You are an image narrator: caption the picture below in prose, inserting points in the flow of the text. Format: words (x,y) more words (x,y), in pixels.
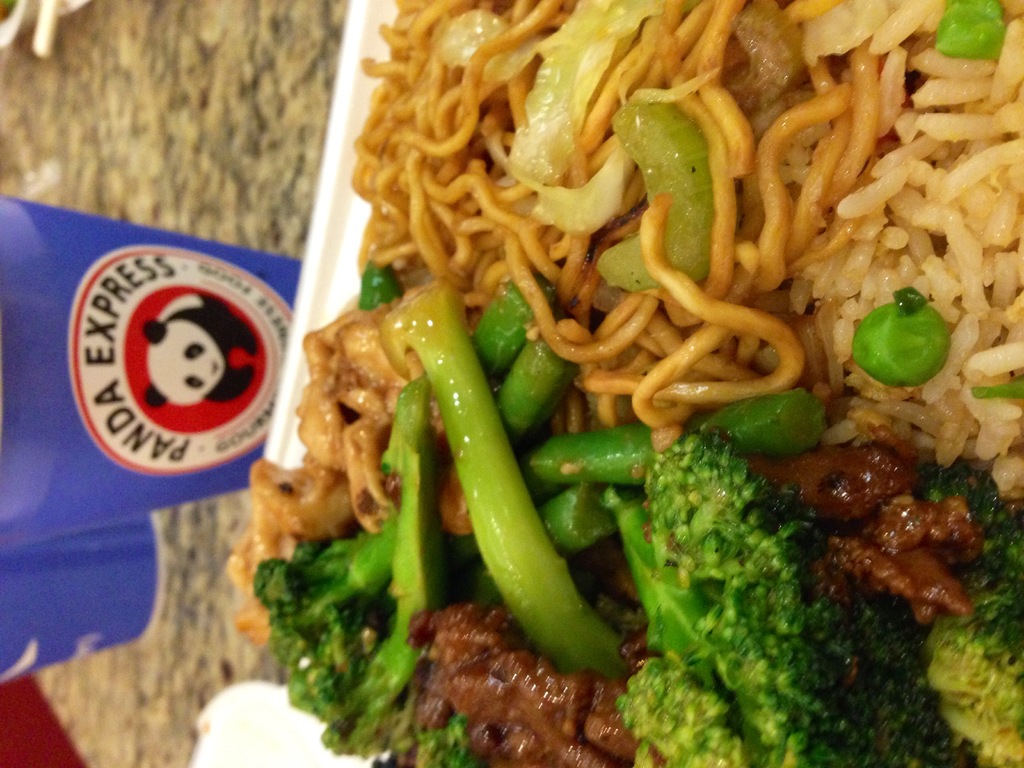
In this image I can see on the right side (879,292) there is the food (643,366) in a plate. On the left side (156,234) there are two glasses (28,358).
